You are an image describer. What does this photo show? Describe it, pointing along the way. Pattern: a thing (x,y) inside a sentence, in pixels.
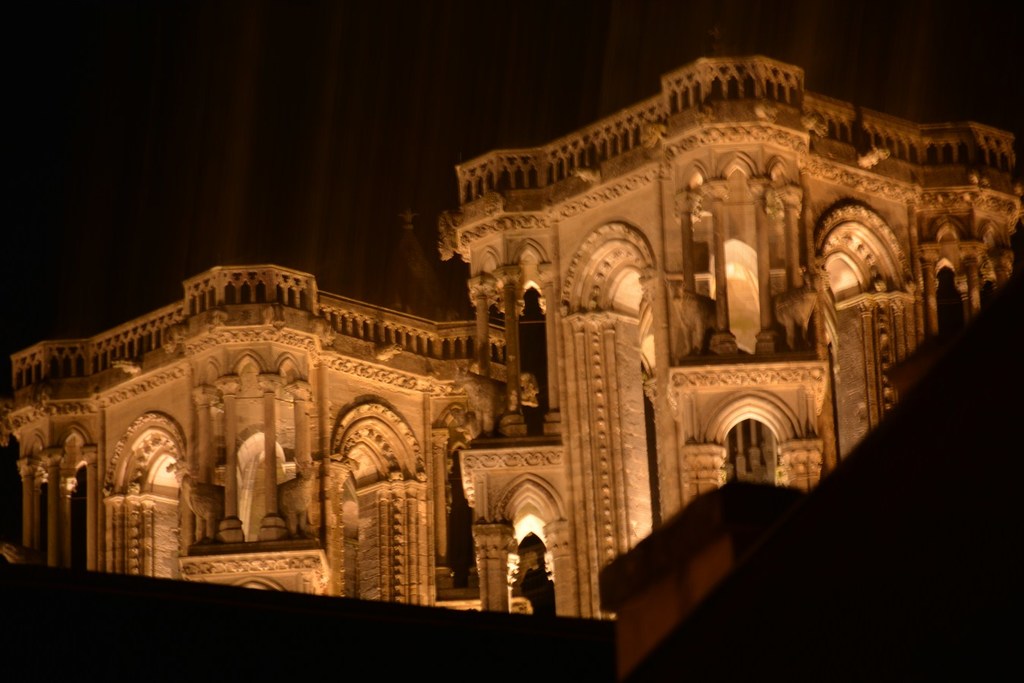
In this picture I can observe a building (644,338). I can observe lights (159,468) in the building (668,334). The background (164,166) is completely dark.
